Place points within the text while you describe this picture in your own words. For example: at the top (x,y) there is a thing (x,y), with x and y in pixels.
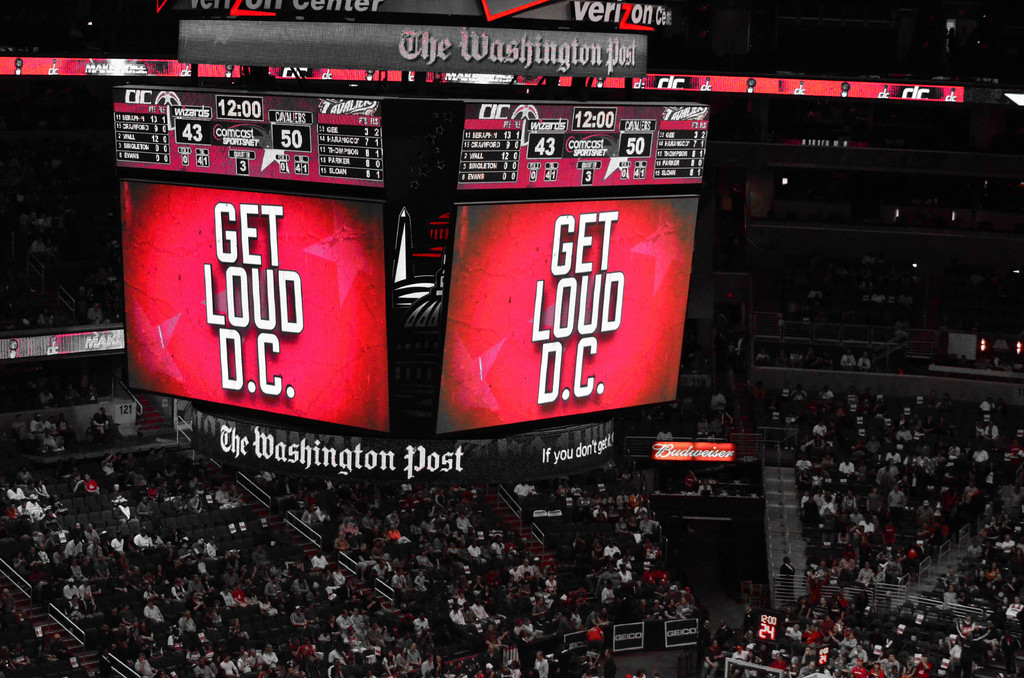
In this image we can see a group of people (464,520). We can also see the display screens (380,404) with some text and numbers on them, the sign boards (516,448) with some text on it, the metal fence (919,599), boards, some lights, the staircase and the stadium seating (291,593).
